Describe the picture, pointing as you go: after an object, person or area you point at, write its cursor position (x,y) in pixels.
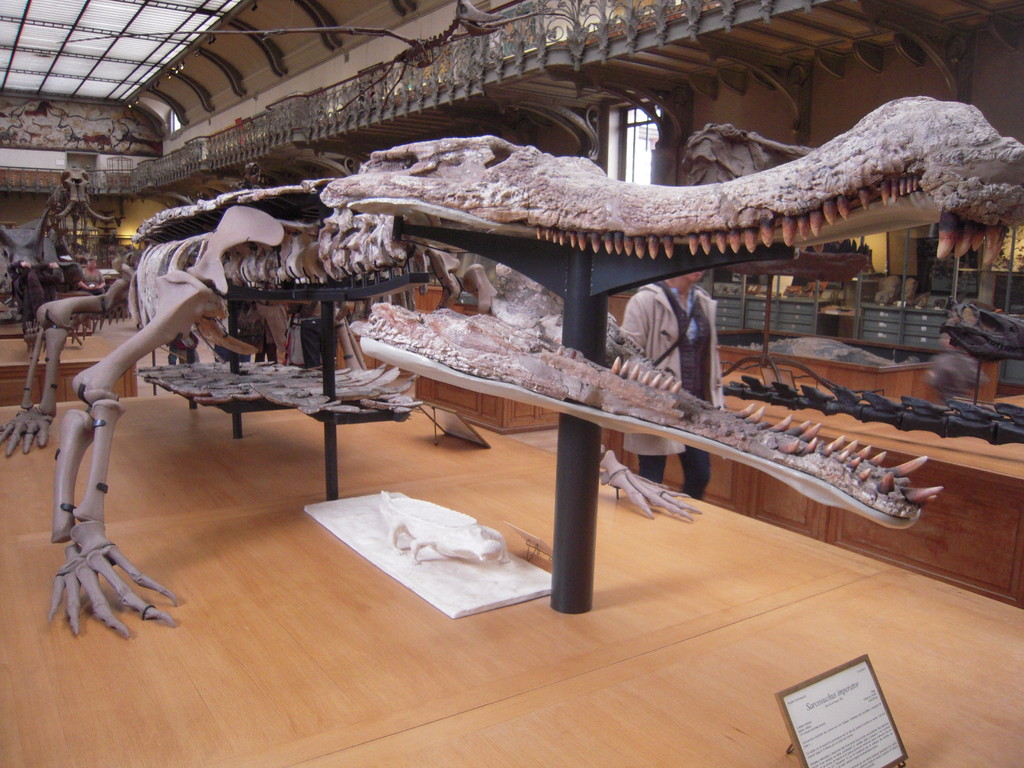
This is a museum (609,493). In this picture we can see a few skeletons (629,496) of an animal (928,147) on a wooden surface (710,548). There is a board (883,750) and a text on this board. on a wooden surface (699,524). We can see a person (653,296).
